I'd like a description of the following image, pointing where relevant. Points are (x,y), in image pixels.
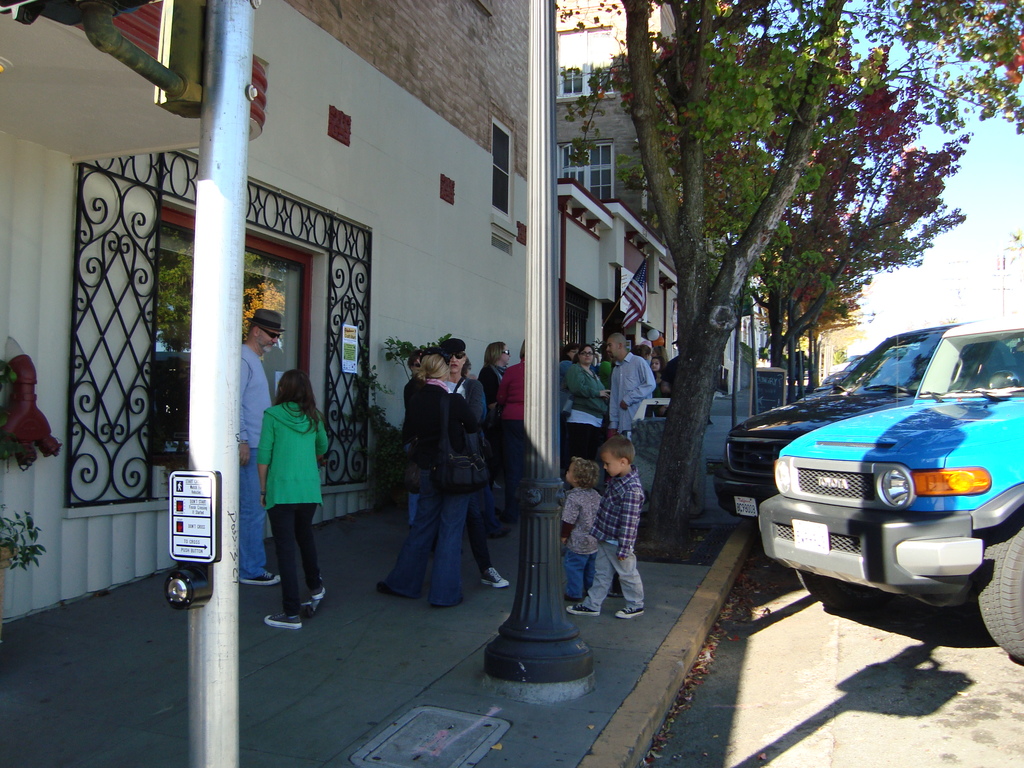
In this image there are buildings (637,197), trees (699,290), poles (216,383), vehicles (762,430), and some people (251,579) are walking on a pavement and there are some flags (632,303), posters (343,351), boards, plants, pipes (168,72) and some objects (43,429). At the bottom (740,696) there is a road (983,676), and at the top (1010,177) there is sky (961,160).
